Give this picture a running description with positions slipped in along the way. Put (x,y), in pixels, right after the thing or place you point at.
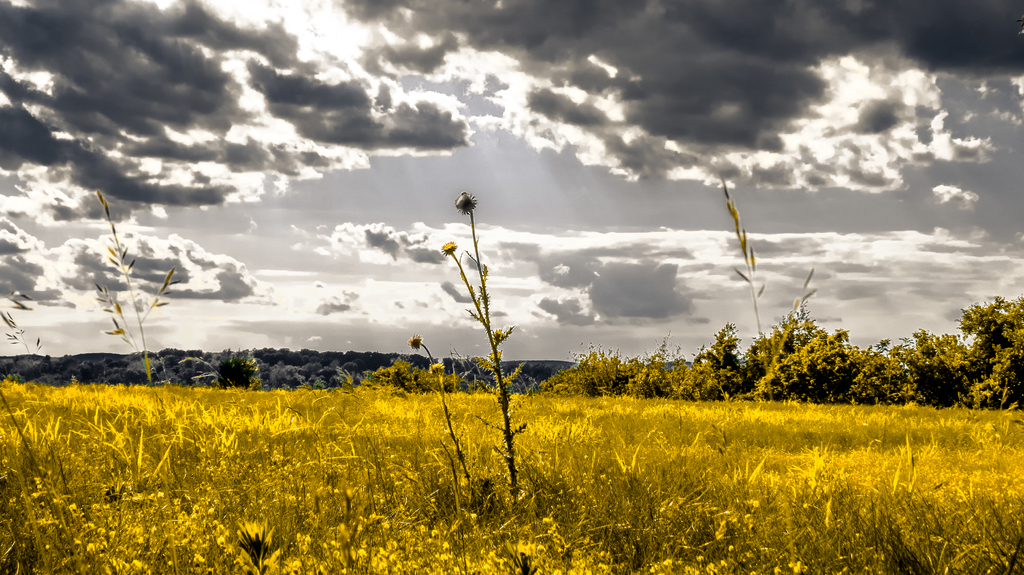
In this image we can see there are plants (719,473), trees (637,390) and the cloudy sky (441,186).
